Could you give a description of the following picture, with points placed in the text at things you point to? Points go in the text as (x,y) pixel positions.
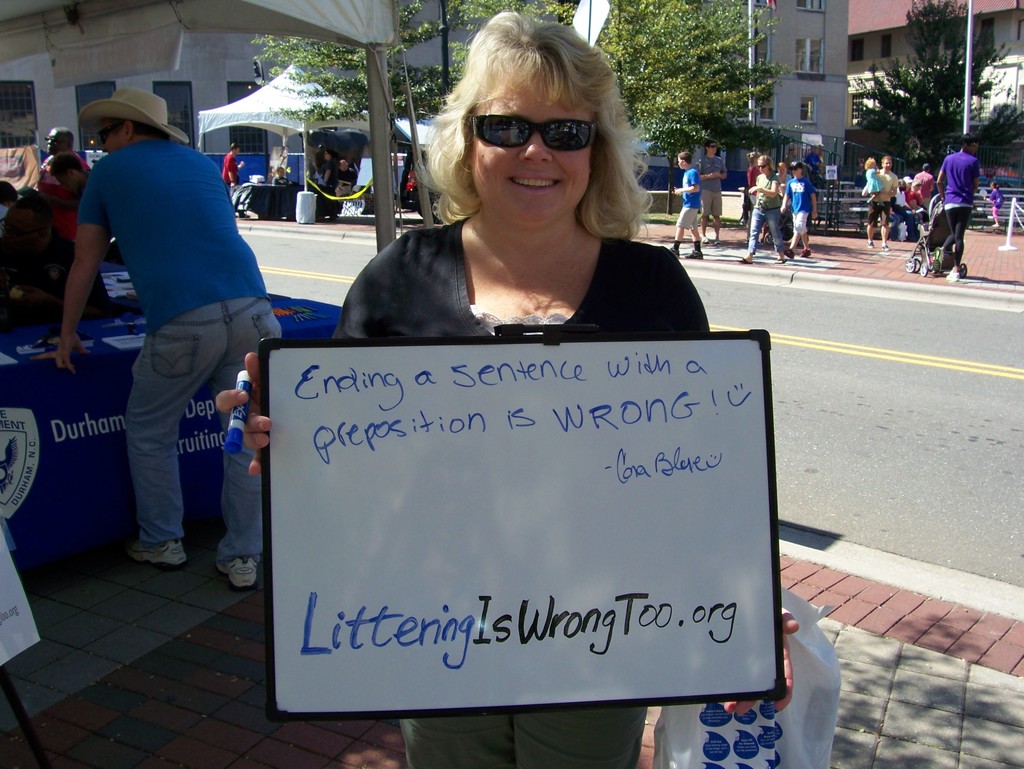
In this image we can see a woman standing on the ground (868,422) holding a marker (243,411) and a board (423,552) with some text (560,422) on it. We can also see a cover (740,724), a board (3,647) on a stand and a group of people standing on the ground (871,441). In that a man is holding a baby carrier (919,265). We can also see a table (216,482) with some papers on it, some people (160,405) under the tents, poles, buildings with windows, a barrier (310,216) with a ribbon (372,181), a fence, a group of trees (647,84) and the pathway (982,402).
